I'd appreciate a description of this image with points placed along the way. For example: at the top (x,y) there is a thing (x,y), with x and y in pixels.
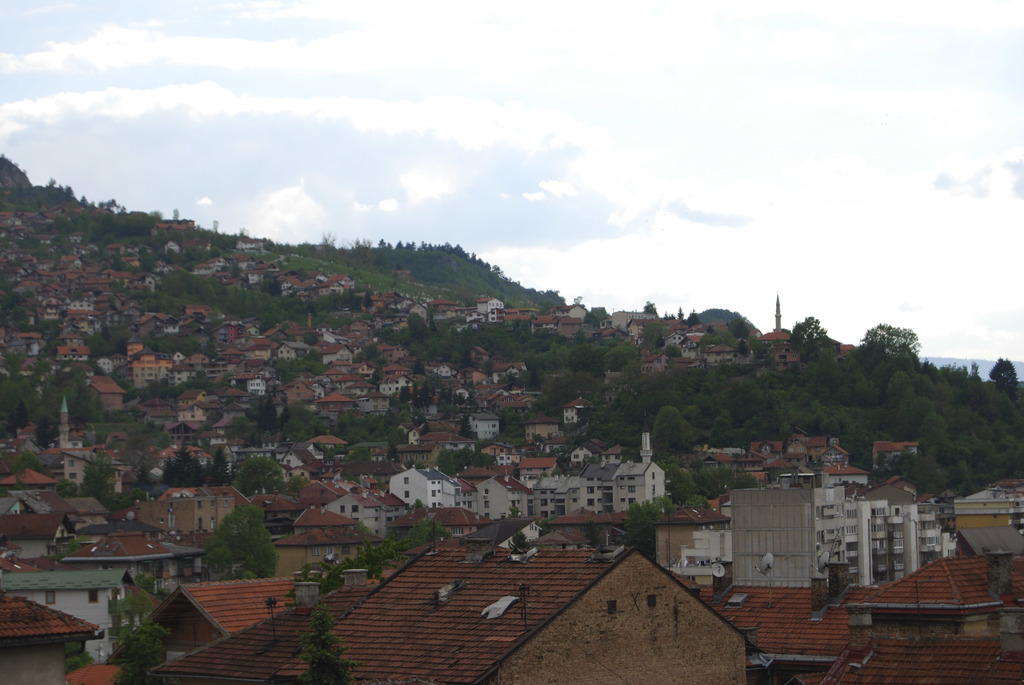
In this image we can see a group of houses (389,401) with roof (488,600) and windows (737,596). We can also see some plants (334,649) and a group of trees (569,427). On the backside (699,440) we can see a tower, the hill (785,401) covered with trees (433,264) and the sky (453,99) which looks cloudy.
